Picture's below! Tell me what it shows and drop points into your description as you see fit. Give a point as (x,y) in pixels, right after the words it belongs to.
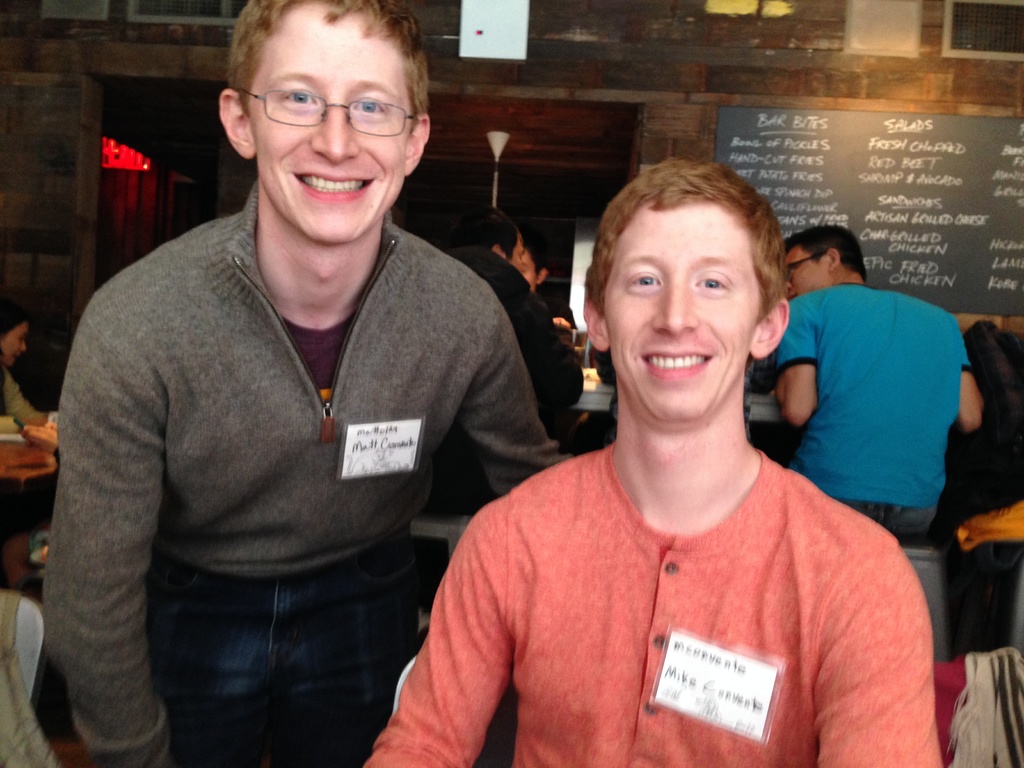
In this image I see 2 men (444,297) and I see that both of them are smiling and I see a white color badge (409,447) on their clothes (484,568). In the background (447,511) I see few people (453,492) and I see the black board (997,146) over here on which there are words (876,180) written and I see the wall (740,65) and I see the red light (129,155) over here.
